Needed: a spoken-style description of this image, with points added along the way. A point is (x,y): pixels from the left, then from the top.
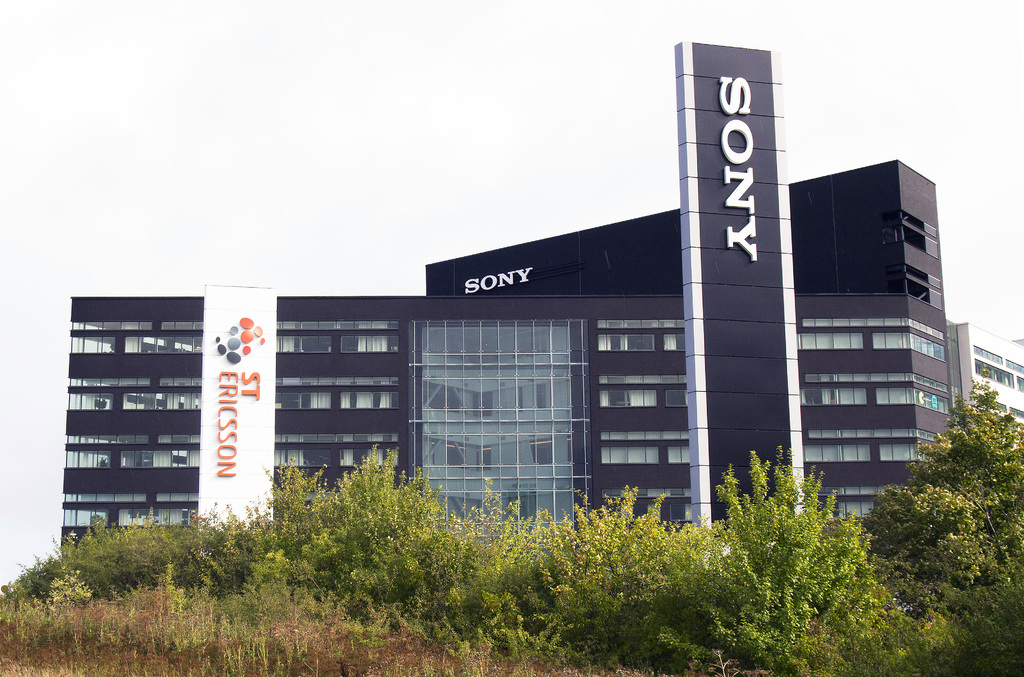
In this image I can see few trees (391,529) which are green and brown in color and a building (740,389) which is black and white in color. In the background (996,338) I can see another building (992,358) which is white in color and the sky (935,119).
